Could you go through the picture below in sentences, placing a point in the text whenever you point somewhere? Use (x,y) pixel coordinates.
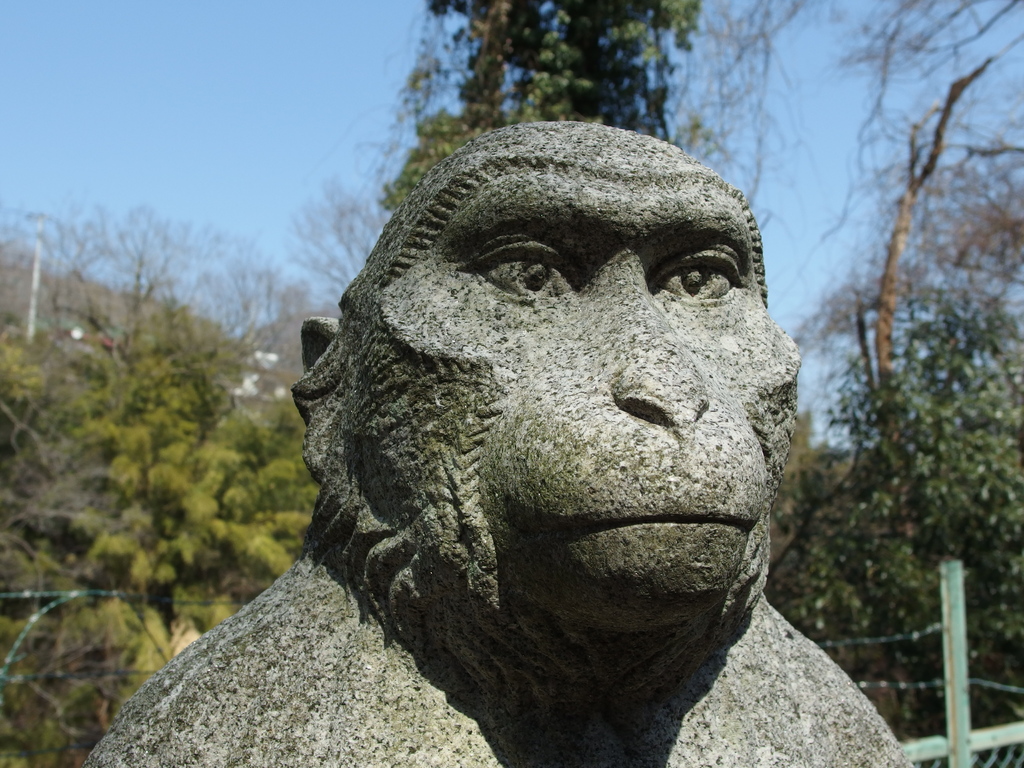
In this image there is a sculpture (601,531), in the background (970,567) there are trees (970,567) and the sky (854,140).
